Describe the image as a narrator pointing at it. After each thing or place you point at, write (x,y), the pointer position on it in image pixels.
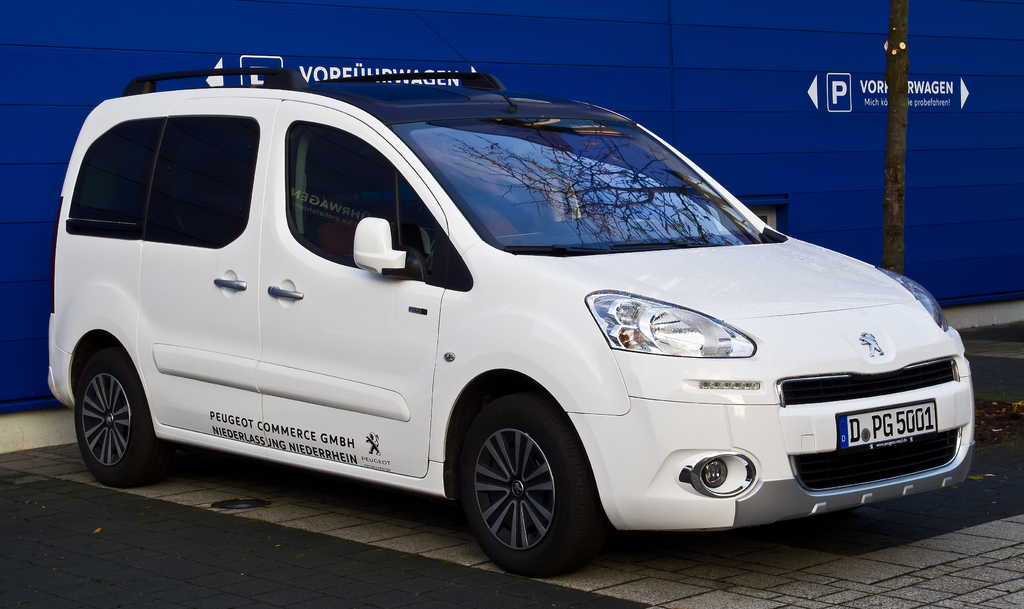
In front of the image there is a car (578,447). There is a pole (901,20). In the background of the image (940,240) there is some text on the wall (857,115).
